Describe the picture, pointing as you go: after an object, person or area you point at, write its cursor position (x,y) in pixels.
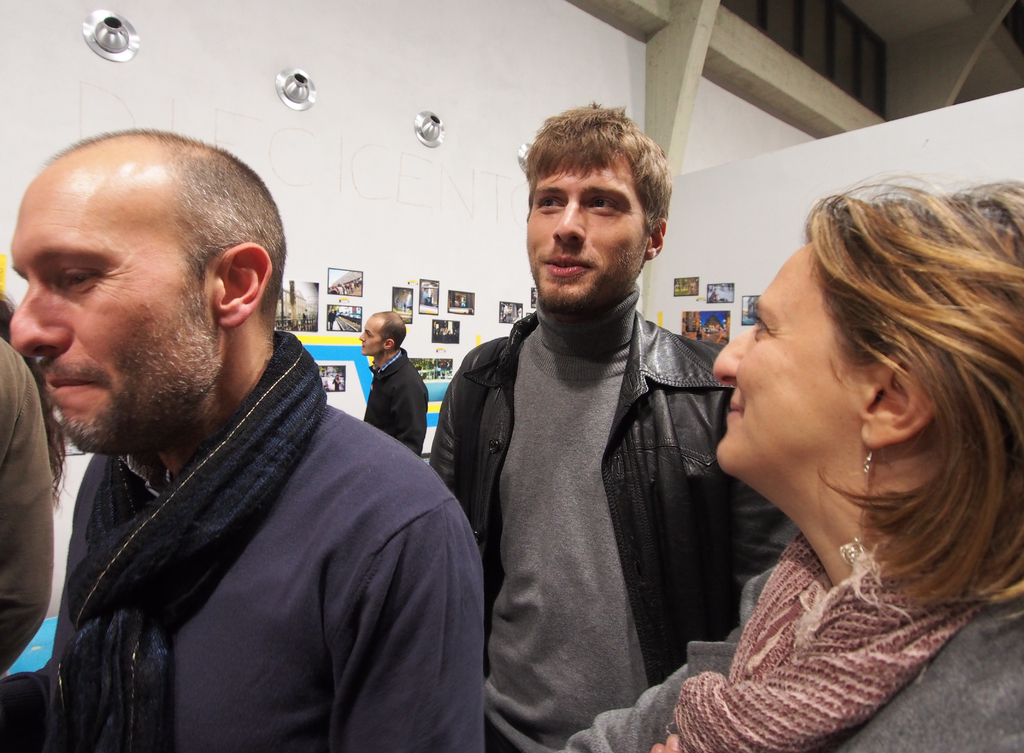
In this picture I can see there are three people (247,719) standing and they are wearing coats (961,675) and there is a woman (845,662) on top right side and the man (246,197) on top left (245,211) is smiling. There is a person (390,358) standing in the backdrop (406,390) and there are few photo frames (408,300) on the wall (667,258).
